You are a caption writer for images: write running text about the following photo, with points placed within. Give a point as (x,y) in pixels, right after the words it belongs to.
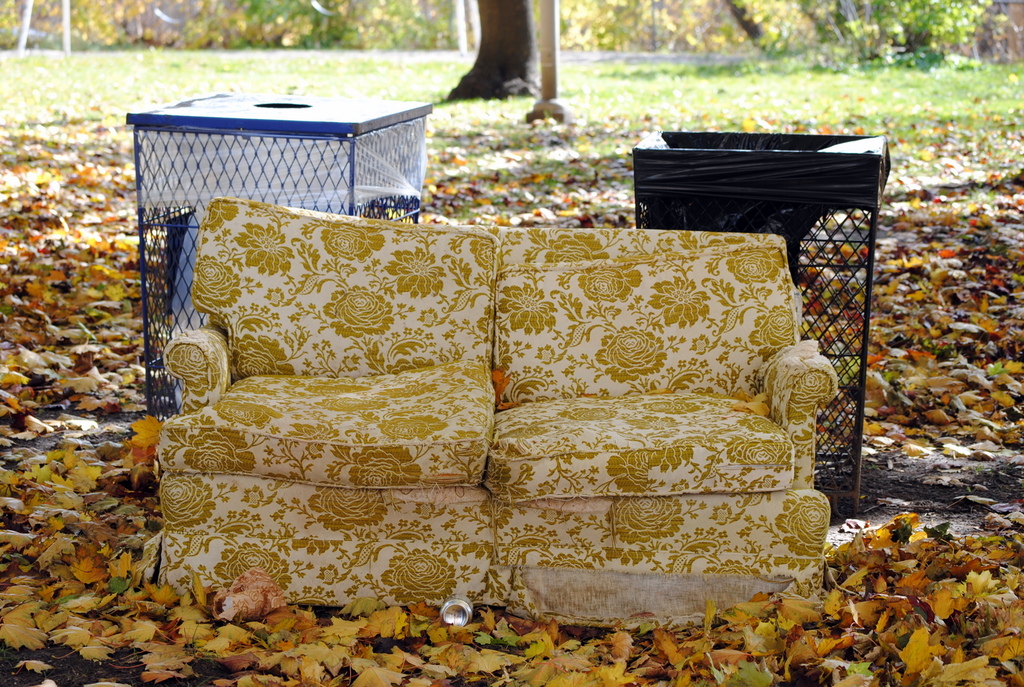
In this image there is a sofa (414,408), two bins (407,205), some leaves (313,686) on the ground (462,117), grass (723,90), a few trees (527,50).
